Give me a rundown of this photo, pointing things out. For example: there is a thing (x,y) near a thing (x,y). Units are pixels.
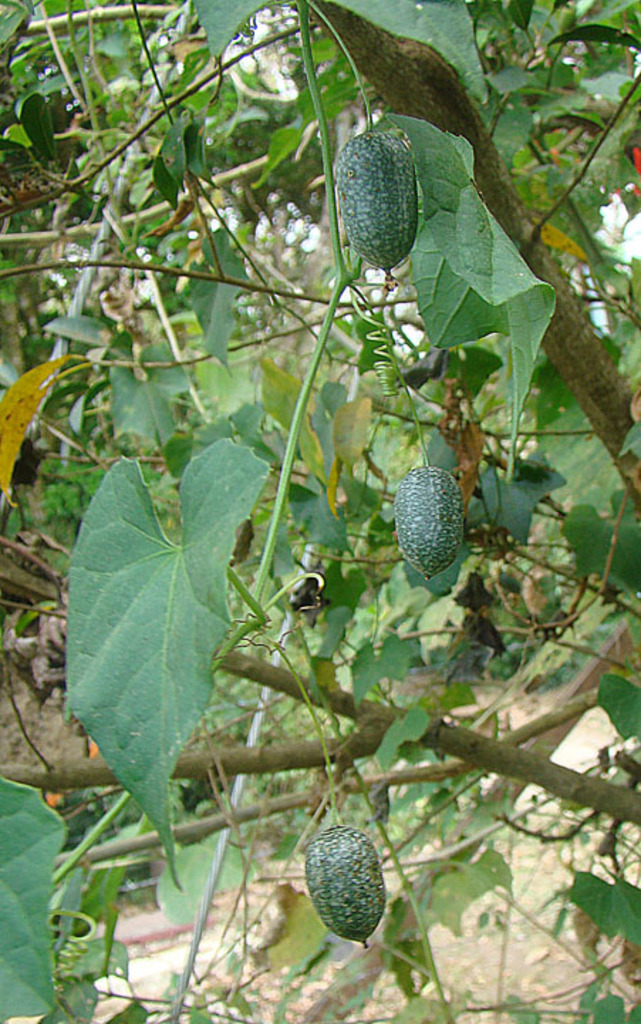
In this image there is a tree (377,568) and we can see fruits (377,907) to it. In the center (424,528) there is a fruit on the stem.
